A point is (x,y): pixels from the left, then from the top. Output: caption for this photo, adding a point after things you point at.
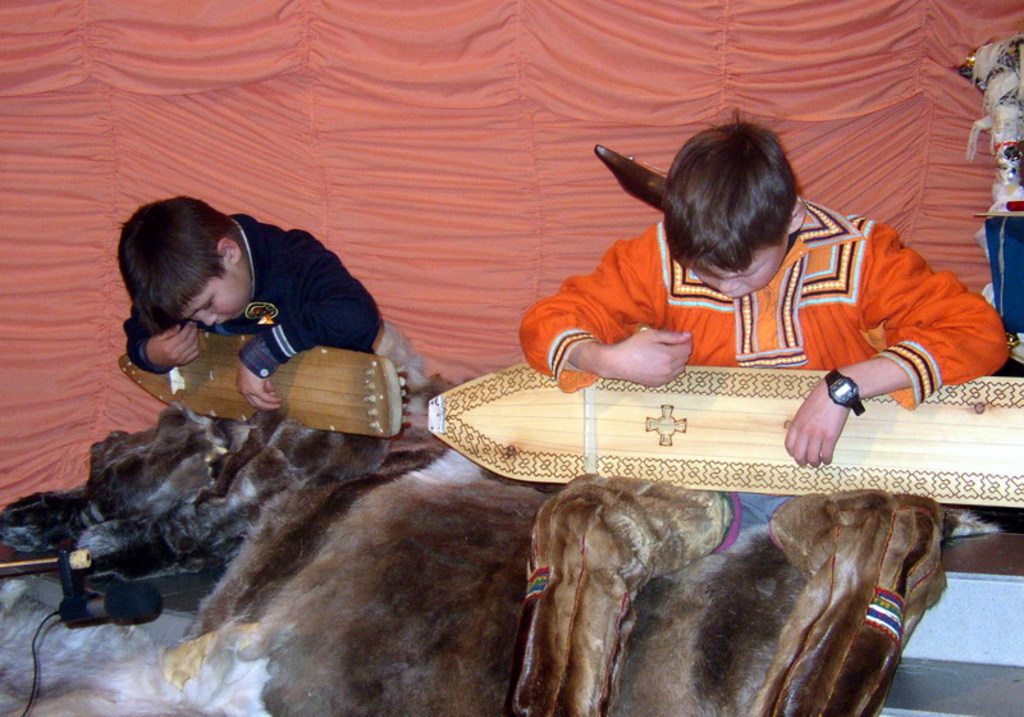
In this image, we can see two boys (702,358) sitting and they are holding wooden objects (508,440). In the background (31,114), we can see the curtain (407,118) and there is a microphone (64,569) on the left side (89,611) bottom.
